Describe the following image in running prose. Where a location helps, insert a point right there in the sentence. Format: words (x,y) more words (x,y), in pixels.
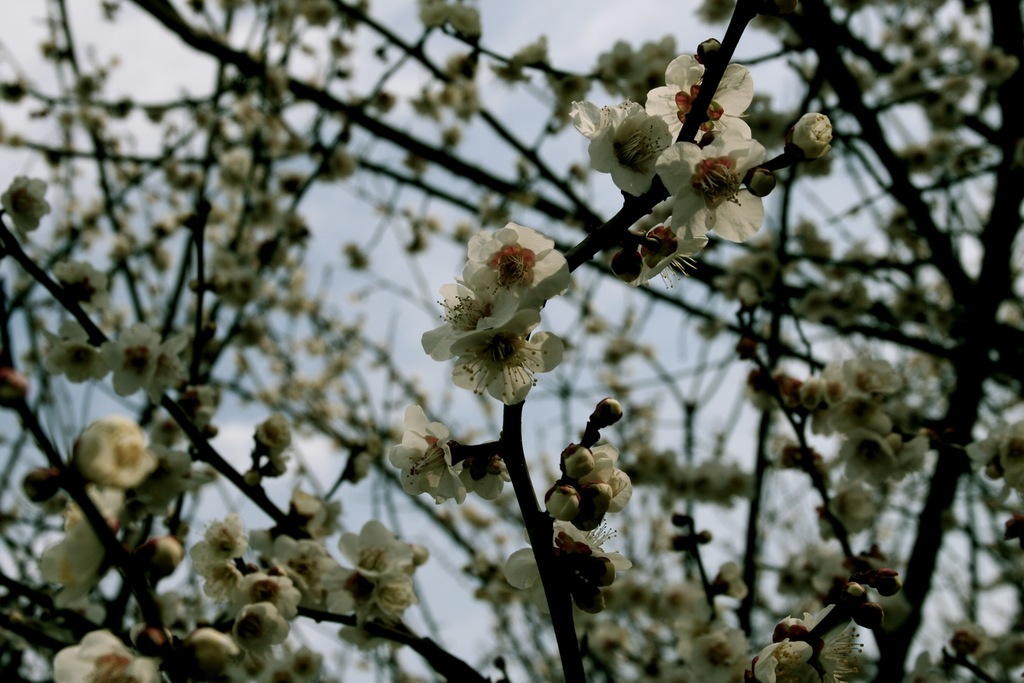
In this picture we can see some white flowers (110,490) on the branches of a tree (433,668).
